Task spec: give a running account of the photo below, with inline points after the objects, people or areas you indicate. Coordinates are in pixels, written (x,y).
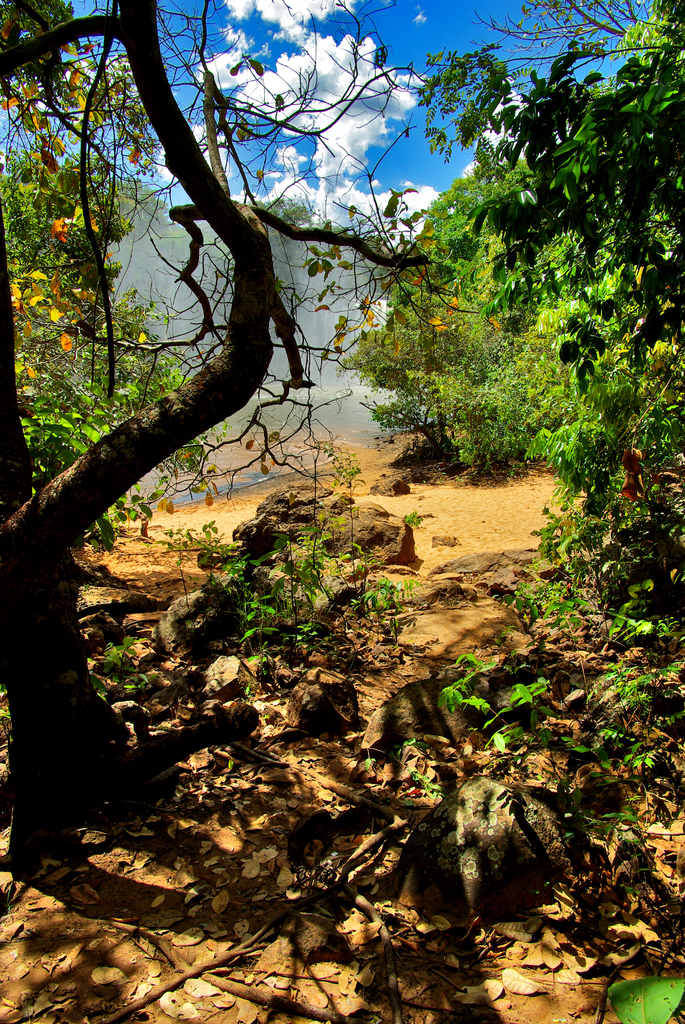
This is an outside view. Here I can see many plants (620,395) and trees (3,381) on the ground (271,928). At the top of the image (391,54), I can see the sky (351,37) and clouds (323,84).
